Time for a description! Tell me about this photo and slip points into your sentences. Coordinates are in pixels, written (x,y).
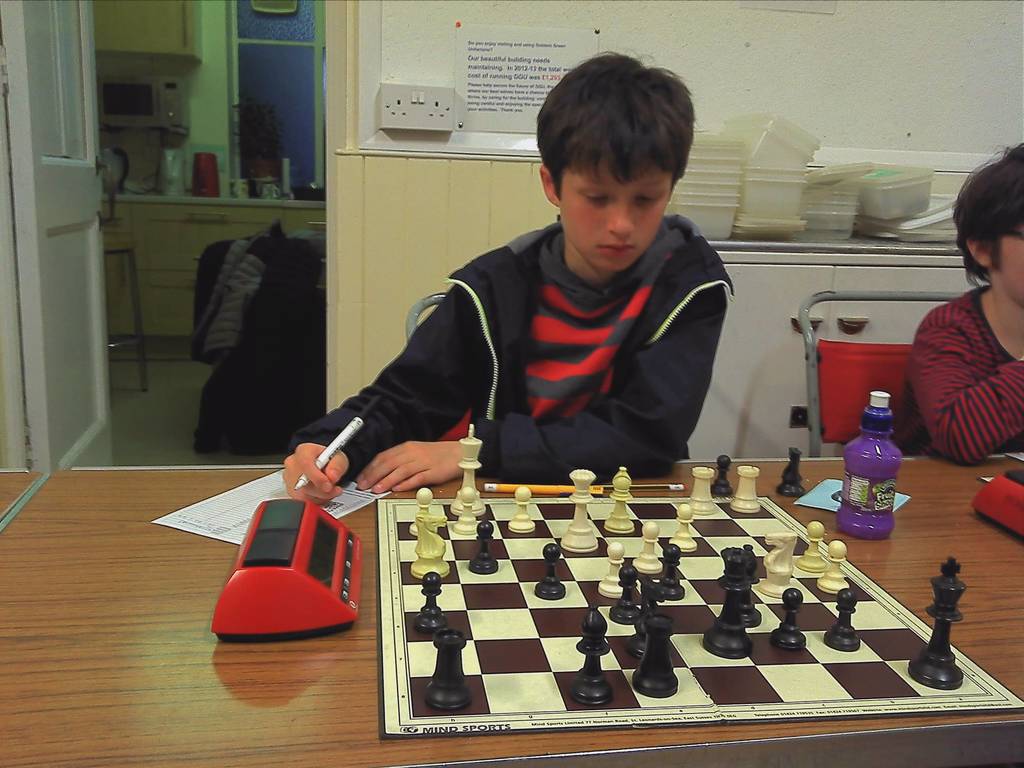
on a table (327,665) there is a chess board (801,629), water bottle (878,474), paper (228,516), pencils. In its front 2 people (537,475) are sitting on red chairs (839,362). The person (611,376) at the left (332,463) is wearing a black coat (661,405) and holding a pen (341,447) in his hand (309,477). Right to him a person (951,362) is sitting wearing a red and black t shirt (952,337). Behind them there is a white cupboard (821,282) on which there are white box (810,170). Behind that there is a white wall (862,99). At the left (88,200) there is a white door (71,296). At the there is another room (260,209) in which there are cupboards (221,206), windows (267,58) and other objects (203,171).
